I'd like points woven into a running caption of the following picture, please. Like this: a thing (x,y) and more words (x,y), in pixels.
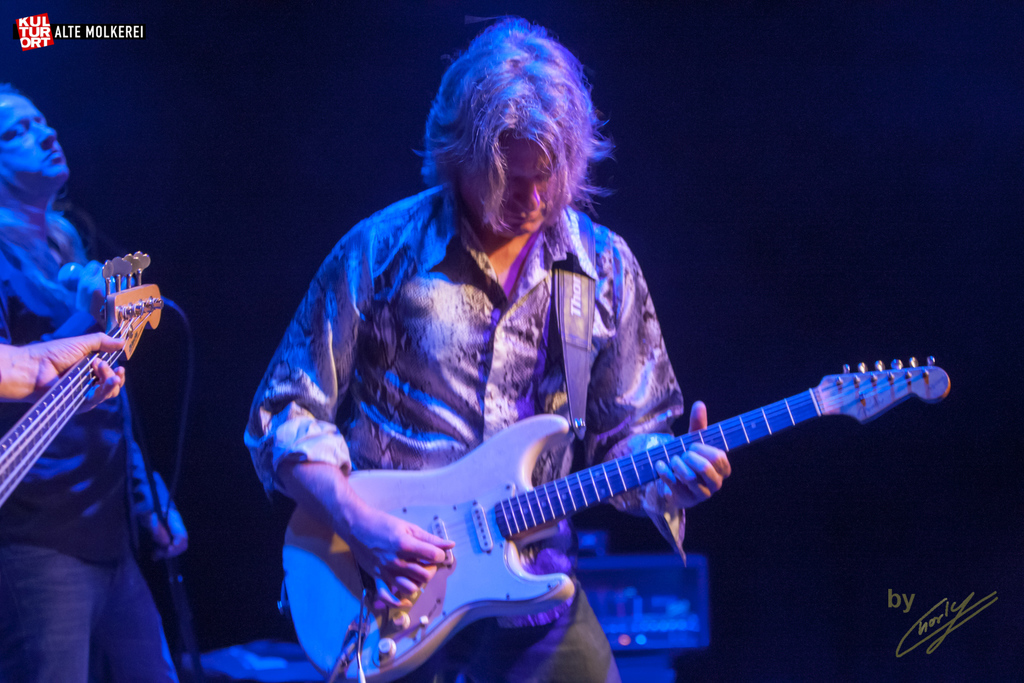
In this image in the foreground (422,332) there is one person (562,448) who is holding a guitar (540,498) and playing, on the left side (80,428) there is one person (72,356) who is standing and is holding a guitar (57,401). In the background (662,621) there are some instruments (623,614).
